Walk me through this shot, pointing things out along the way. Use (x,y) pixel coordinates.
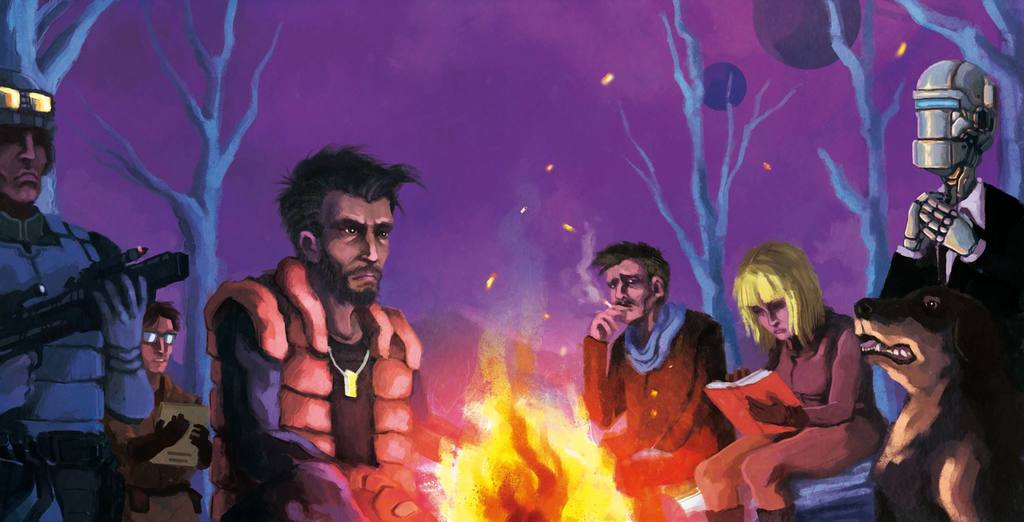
In this picture we can see a cartoon image, there is fire (582,497) in the front (587,484), we can see some people (611,316) in the middle (355,309), on the right side (934,292) there is an animal (948,441), we can see trees (875,146) in the background (864,226).
